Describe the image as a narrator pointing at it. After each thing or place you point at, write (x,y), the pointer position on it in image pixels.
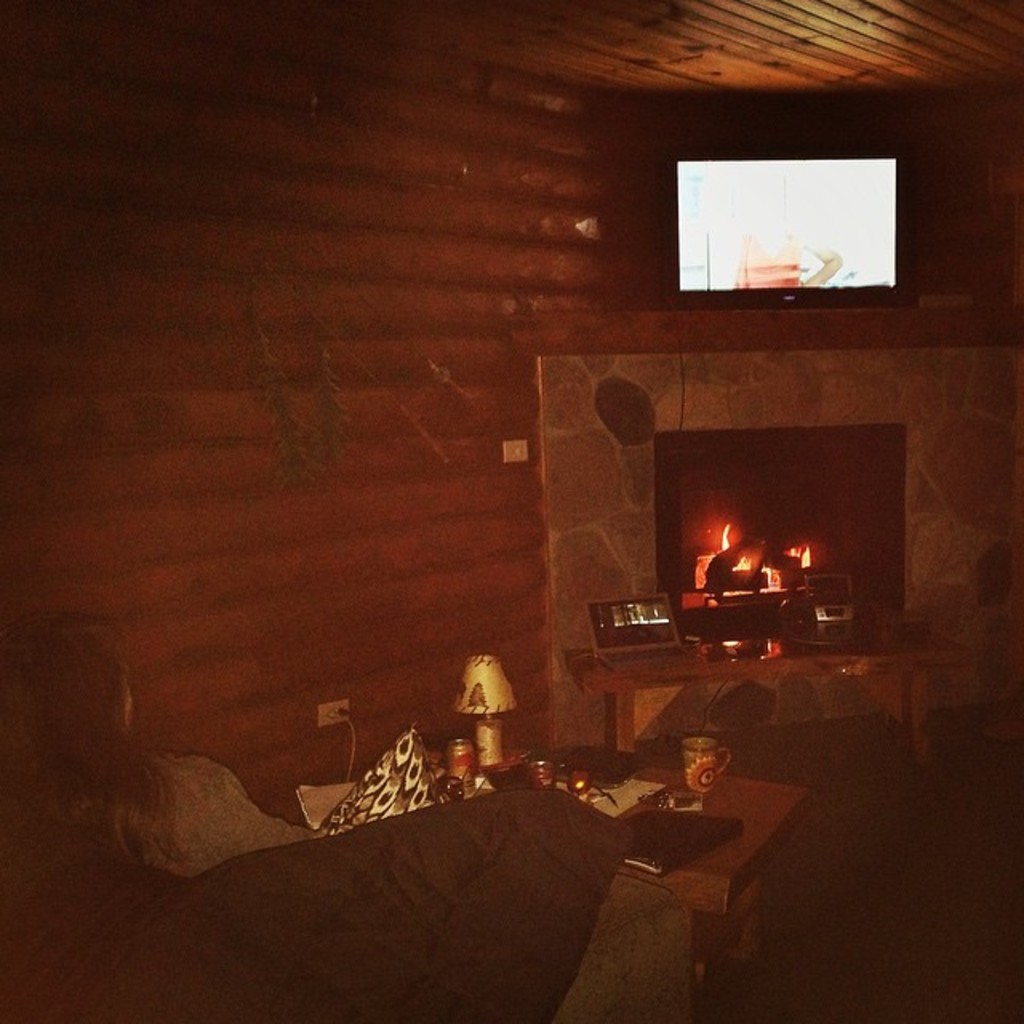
This is a picture of a room (675,740), in this image on the left side (73,784) there is one woman (54,712) who is sitting on a couch (628,934) and there are some pillows (381,801). And there is one table (672,880), on the table (676,773) there is one cup (704,757), lamp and some other objects (606,764). And in the center (638,595) there is a fire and some objects (834,635). On the right side (815,201) there is one television (806,229) and in the background (461,300) there is a wall (500,259), at the top (578,72) there is ceiling (740,59).
